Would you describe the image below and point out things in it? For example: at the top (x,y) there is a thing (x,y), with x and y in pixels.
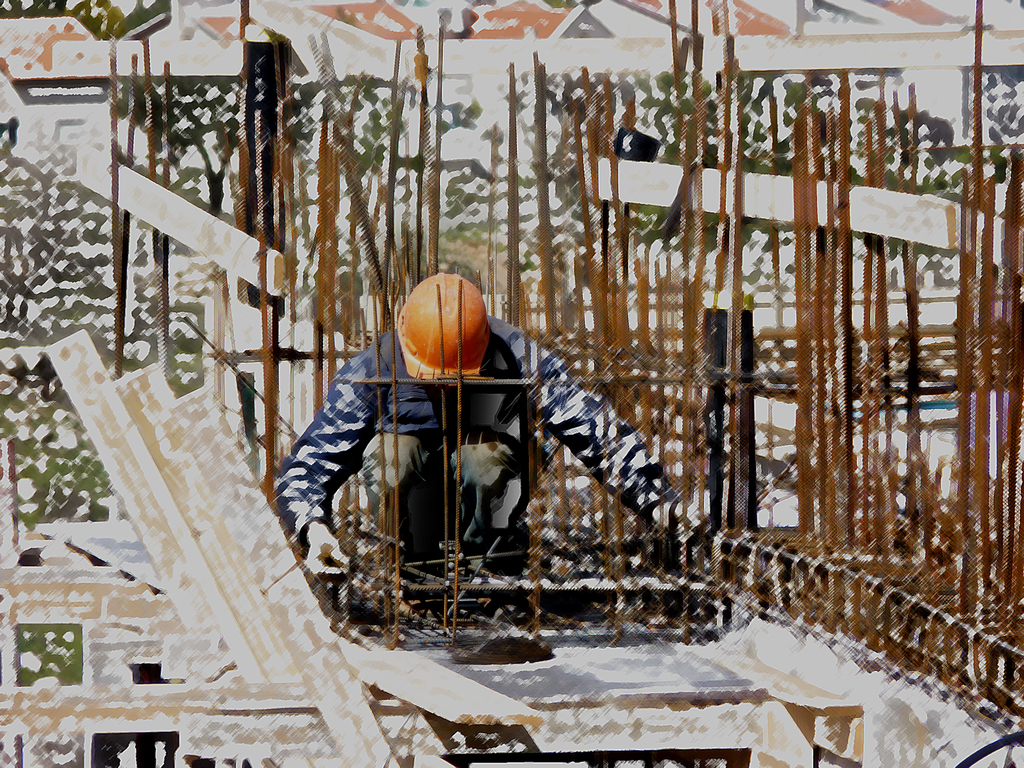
This image is an edited image. In the middle of the image (345,398) there is a man (454,443) and there are few iron bars (441,584). This image is a little blurred.
